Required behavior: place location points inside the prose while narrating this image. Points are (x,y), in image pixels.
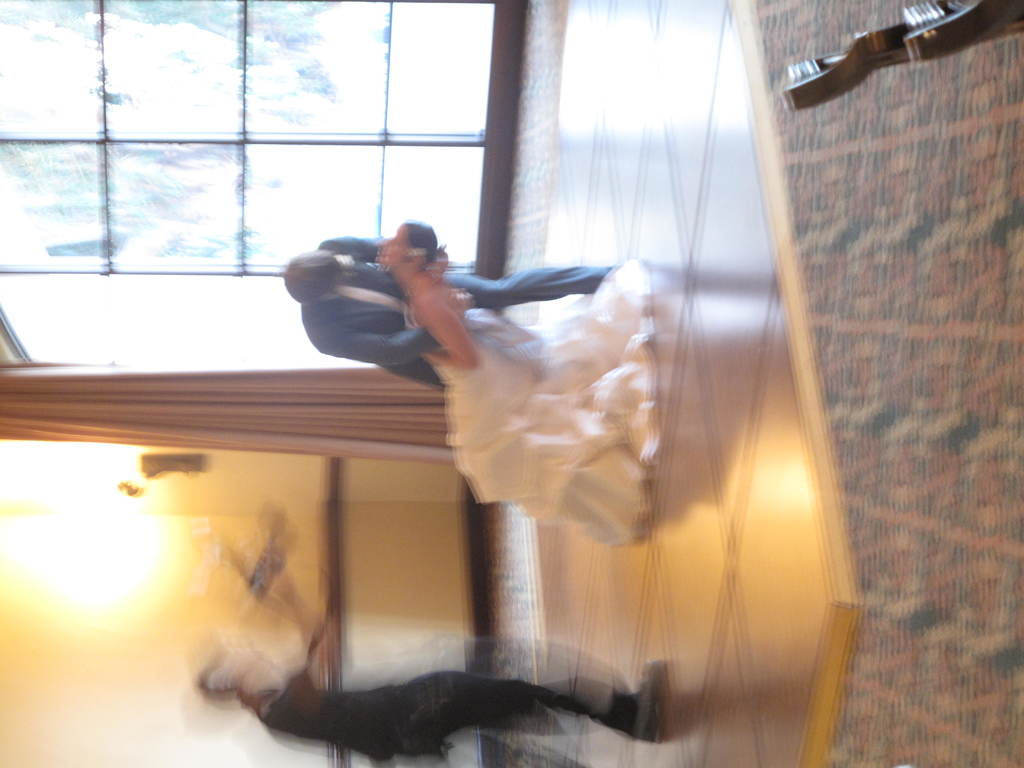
In the picture I can see a man (365,359) and a woman (443,362) are dancing on the floor (668,377). The woman (571,414) is wearing white color dress (571,414). In the background (67,539) I can see lights (92,546), white color wall (156,593), curtains (262,424) and framed glass wall (172,235). The image is little bit blurred.
